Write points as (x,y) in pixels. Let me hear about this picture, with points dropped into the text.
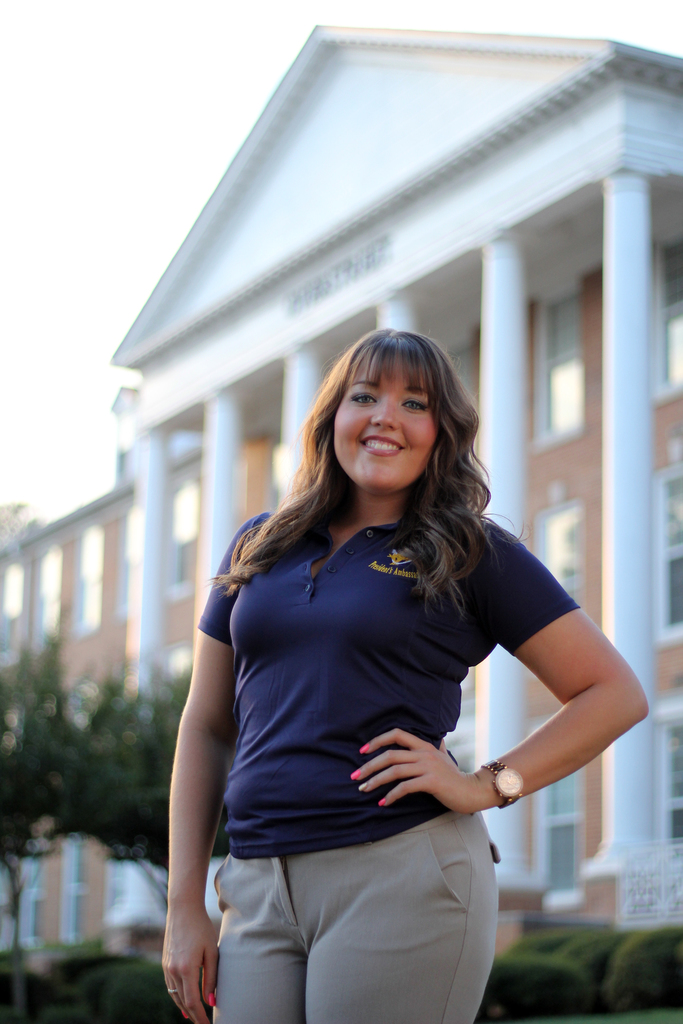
In this picture I can observe a woman (322,628) wearing blue color T shirt (322,628). The woman (342,600) is smiling. In the background (70,753) I can observe some trees (131,814) and plants (104,961). There is a building (415,319) in the background (359,305).
